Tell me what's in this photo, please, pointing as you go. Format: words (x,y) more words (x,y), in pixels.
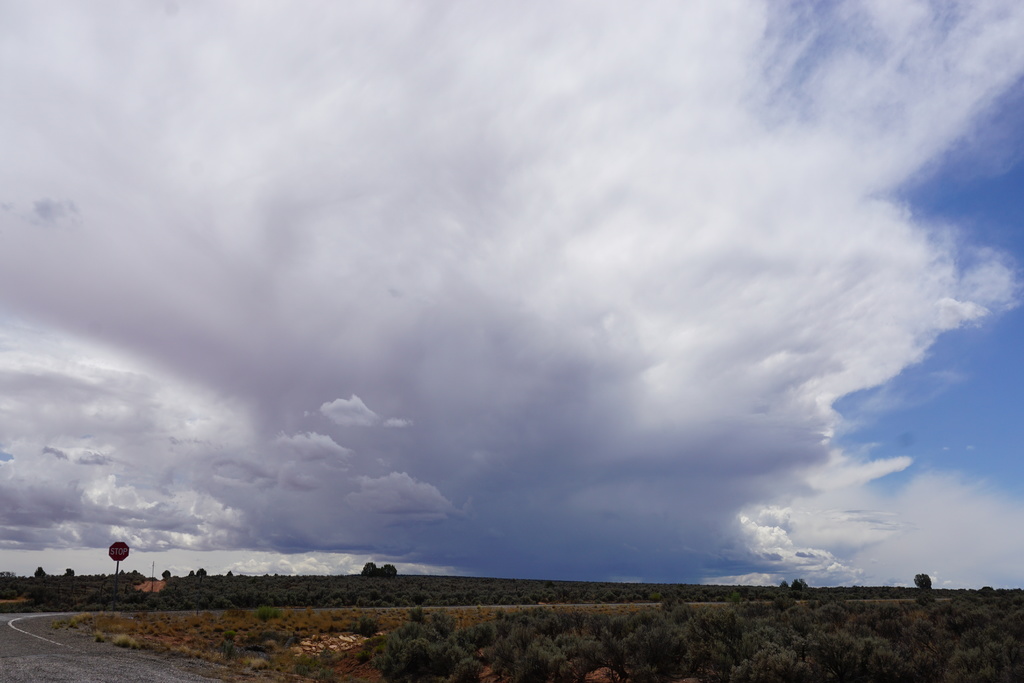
In this image we can see few trees (595,641), a pole (115,586) with sign board (114,557), road (49,637) and the sky (859,391) with clouds (605,249) in the background (428,313).
